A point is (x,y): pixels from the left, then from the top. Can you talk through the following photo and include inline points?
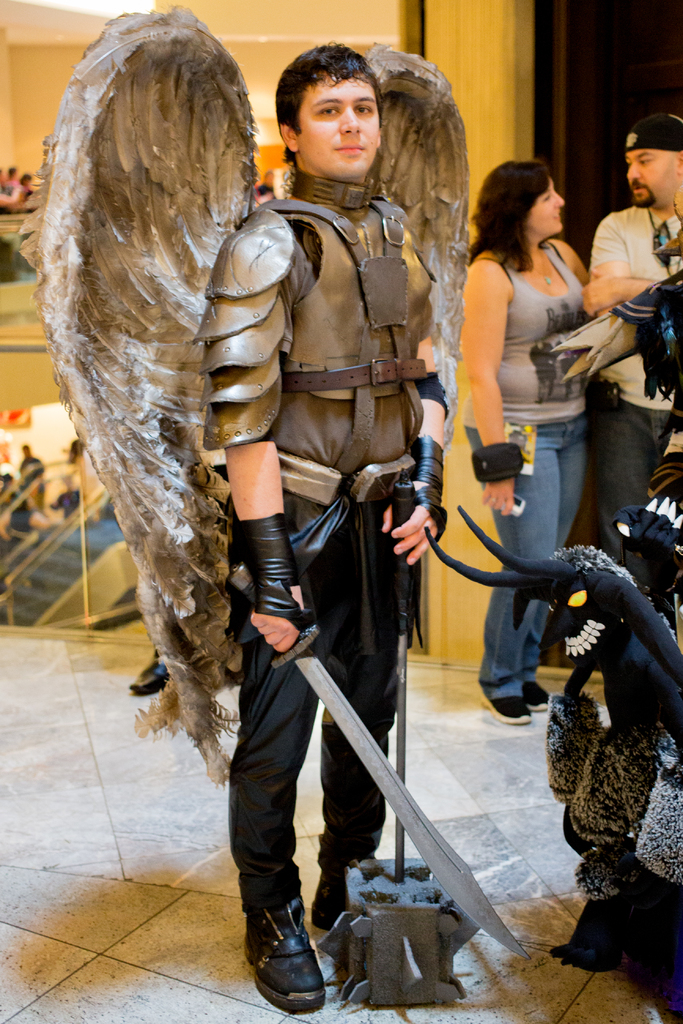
In the center of the image (344,444) a man (378,247) is in cosplay (314,316) and holding a machete (303,633) and other object (391,917). On the right side of the image (590,316) two persons (535,339) are standing. In the background of the image (30,57) we can see wall (39,60), stairs (59,552) and some persons (67,480) are there. At the bottom of the image (145,956) floor (142,981) is there.
